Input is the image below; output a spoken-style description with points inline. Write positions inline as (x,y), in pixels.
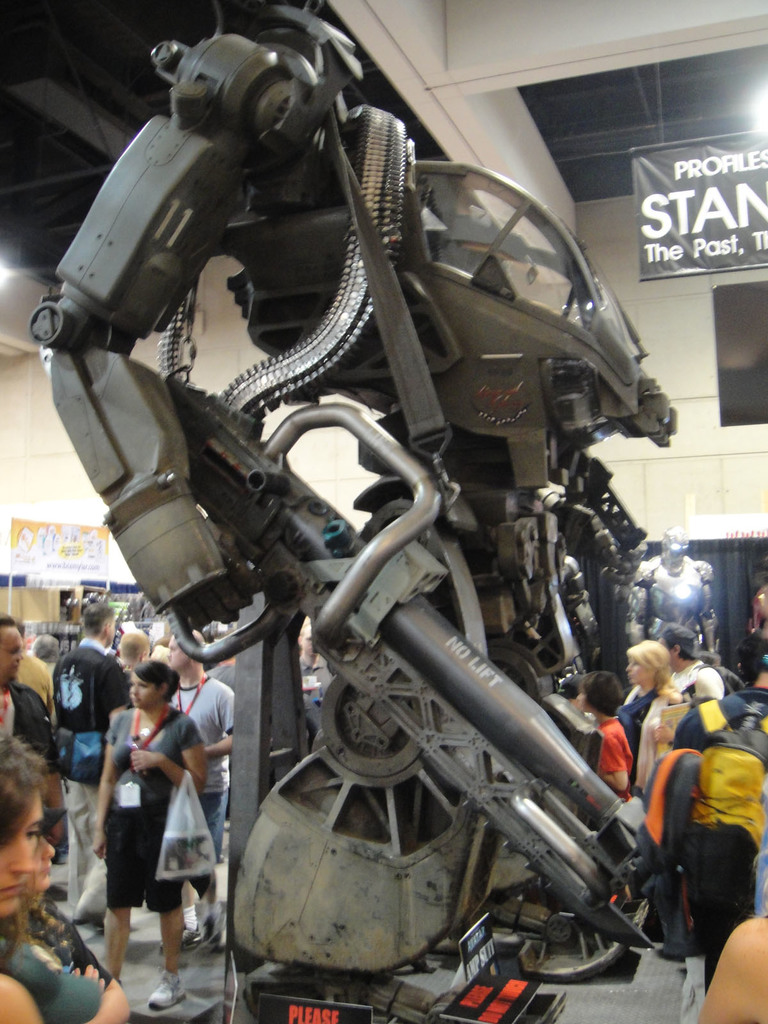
In the picture I can see a robot (425,673) and a group of people (10,773) are standing on the ground (608,970). In the background (723,476) I can see a wall (658,358), banners (688,239), lights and some other objects (737,290).
